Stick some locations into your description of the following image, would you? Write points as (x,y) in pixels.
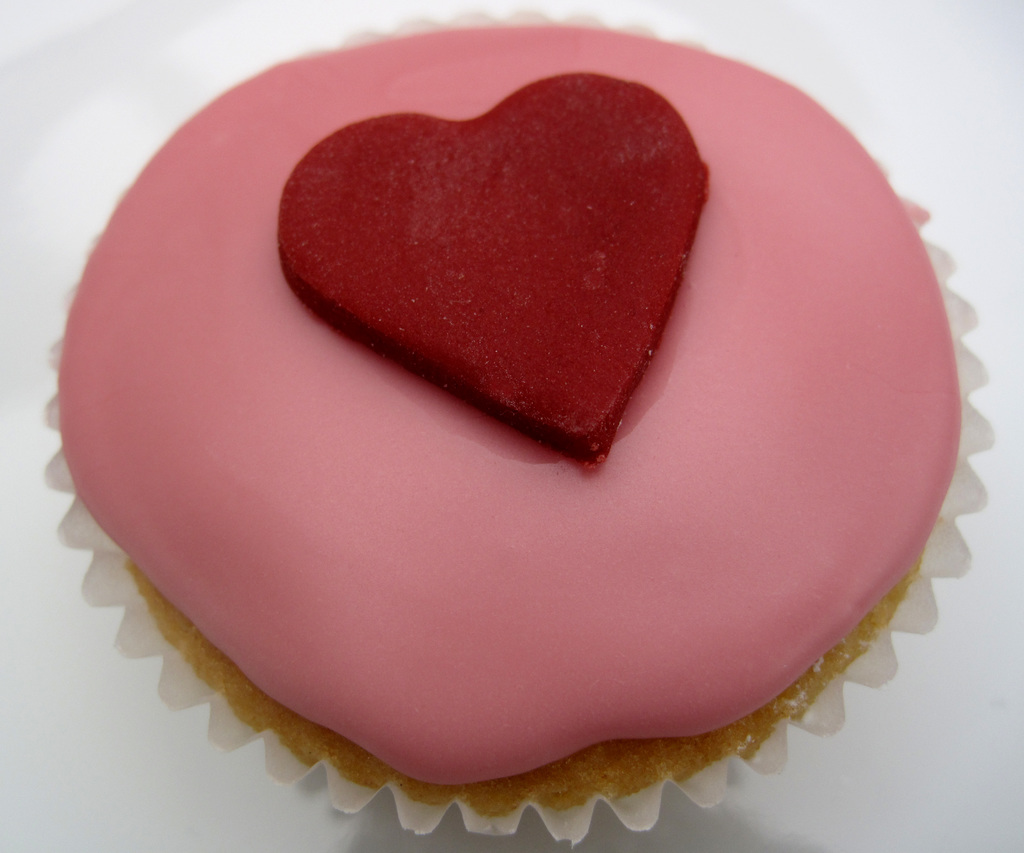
Here we can see a pink muffin (825,450). On this pink muffin (491,30) there is a red heart (469,135). This muffin (795,186) is kept on a white surface (915,126).
